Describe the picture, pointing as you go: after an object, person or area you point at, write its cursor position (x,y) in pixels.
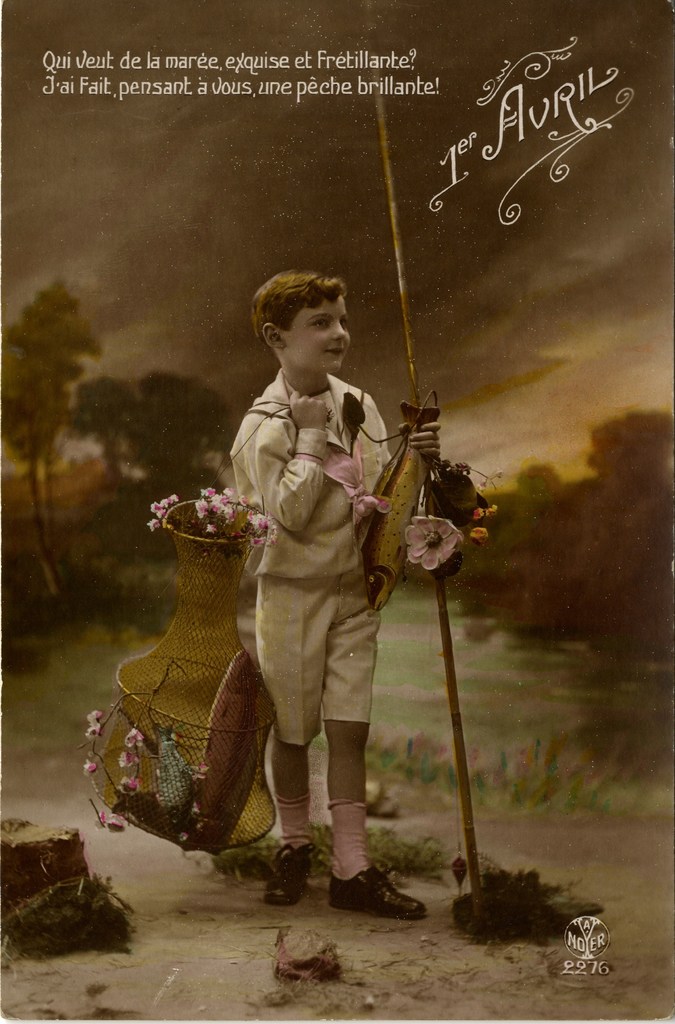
The picture is a poster. At the top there are text (205,90). In the center of the picture (292,576) there is a kid (295,610) holding stick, cage (132,771), fish (386,563), flowers (422,523) and other objects (443,492). In the foreground (13,928) there is grass (54,924). In the background (114,477) there are trees (603,531), plants (539,555) and other objects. Sky (402,207) is cloudy.
